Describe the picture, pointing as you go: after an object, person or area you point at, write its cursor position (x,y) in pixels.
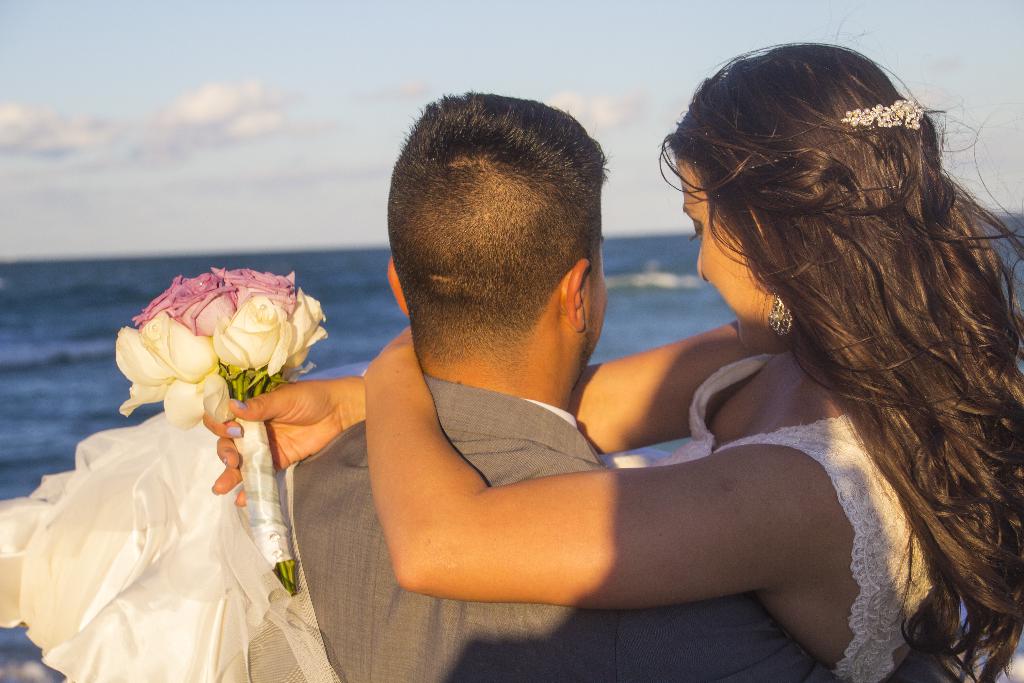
In this image I can see two persons (707,464). The person (519,422) in front (534,425) is lifting the other person (696,395) and the person (463,444) is wearing gray blazer (376,576) and the other person (187,555) is wearing white color dress (206,487) holding few flowers (248,313). Background (60,332) I can see water (75,340) in blue color, sky (248,196) in blue and white color.
